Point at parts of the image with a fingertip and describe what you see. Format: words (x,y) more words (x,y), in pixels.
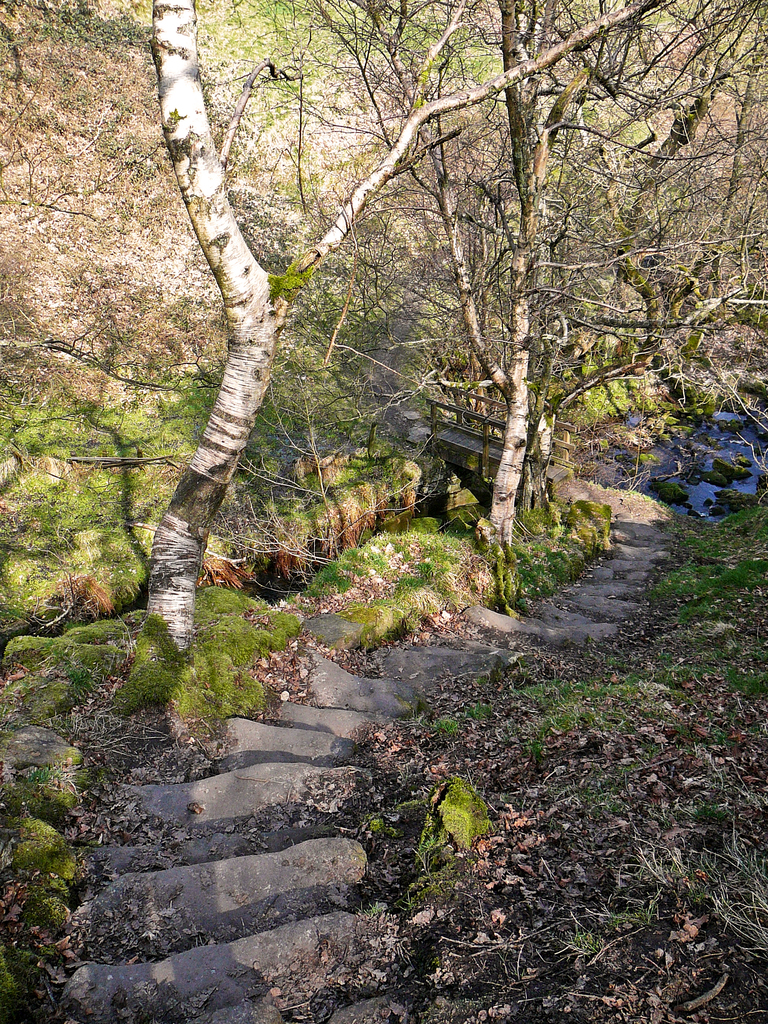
In this picture we can see grass (335,578) and few trees (246,262), in the background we can see water (718,430).
